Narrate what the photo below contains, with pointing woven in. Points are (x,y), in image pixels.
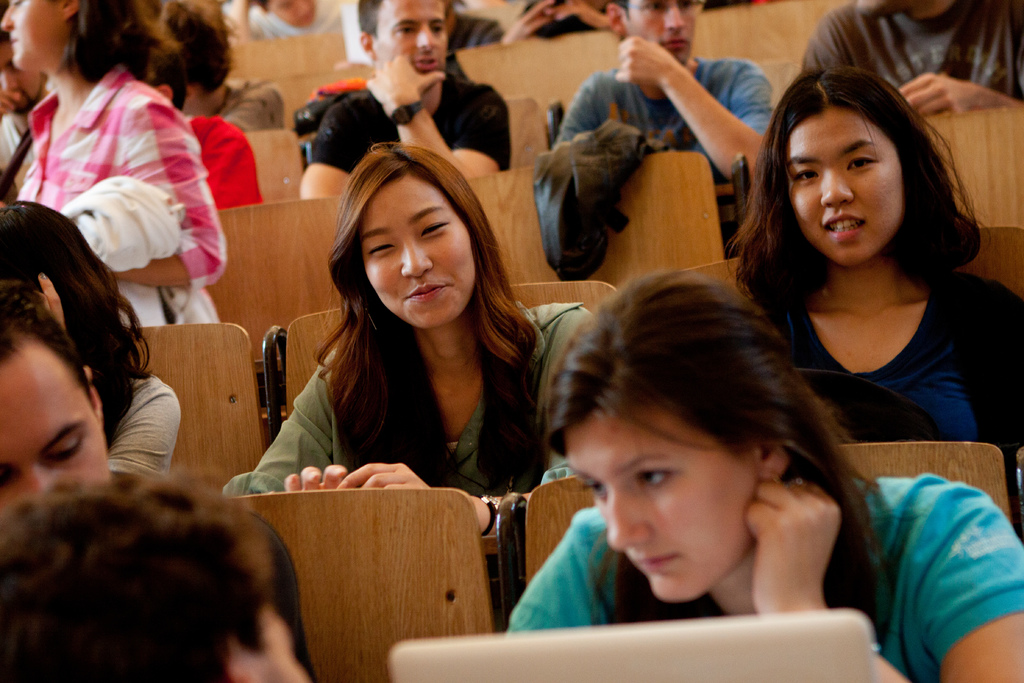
In this picture there is a girl (476,352) who is sitting on the chair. She is smiling. She is wearing a green dress (455,453). Here we can see another woman (921,293) who is wearing black dress (915,371). On the top (628,80) there are three persons (388,49), sitting on the chair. On the bottom (677,652) there is a laptop (736,676). Here we can see a woman (710,540) who is looking on the laptop (814,667).
